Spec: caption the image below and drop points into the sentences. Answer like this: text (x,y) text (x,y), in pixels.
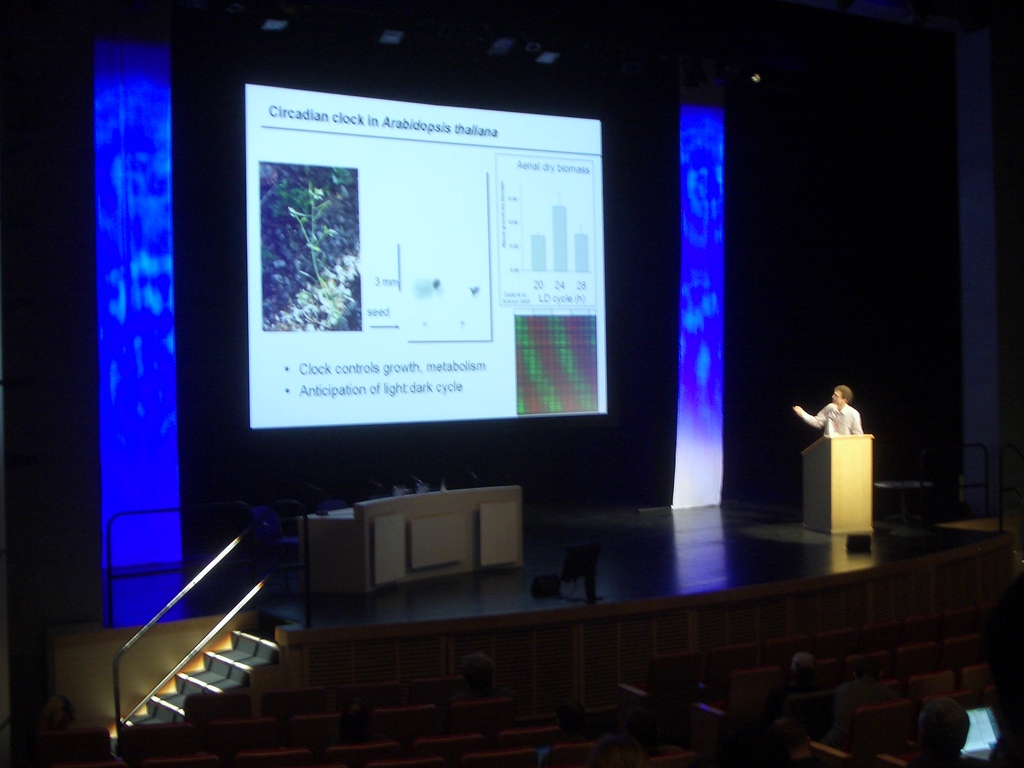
This is the man (845,420) standing. This looks like a podium (841,488). I can see a wooden table (473,524). These are the stairs (162,697) with the staircase holder (196,576). I can see few people (467,678) sitting on the chairs (751,681). This looks like an auditorium (957,311). Here is the screen (318,294) with the display (450,386). This is the stage (643,597).
